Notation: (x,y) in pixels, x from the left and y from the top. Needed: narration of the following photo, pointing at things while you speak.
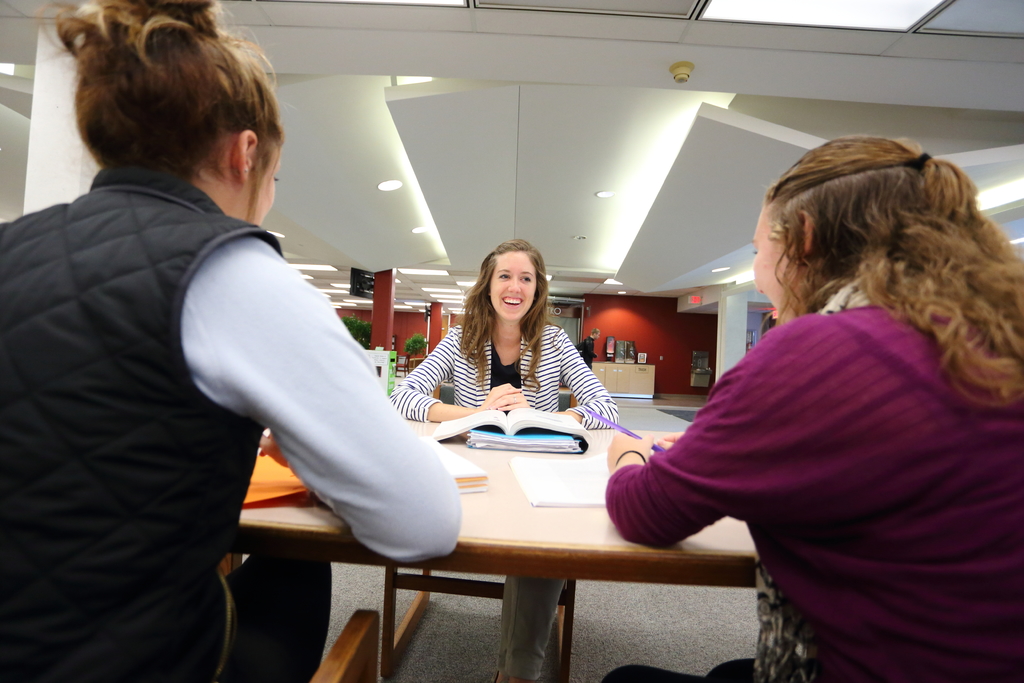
This is image clicked inside the room (661,320). Here I can see three women (778,395) are sitting on the chairs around the table (260,510). The woman (497,383) who is in the middle (493,385) smiling and looking at this woman (807,377). On the table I can see few books (486,448) and in the background (399,330) there is a pillar (381,331) and a wall (621,317) painted with red color and also there is a table (641,374).
